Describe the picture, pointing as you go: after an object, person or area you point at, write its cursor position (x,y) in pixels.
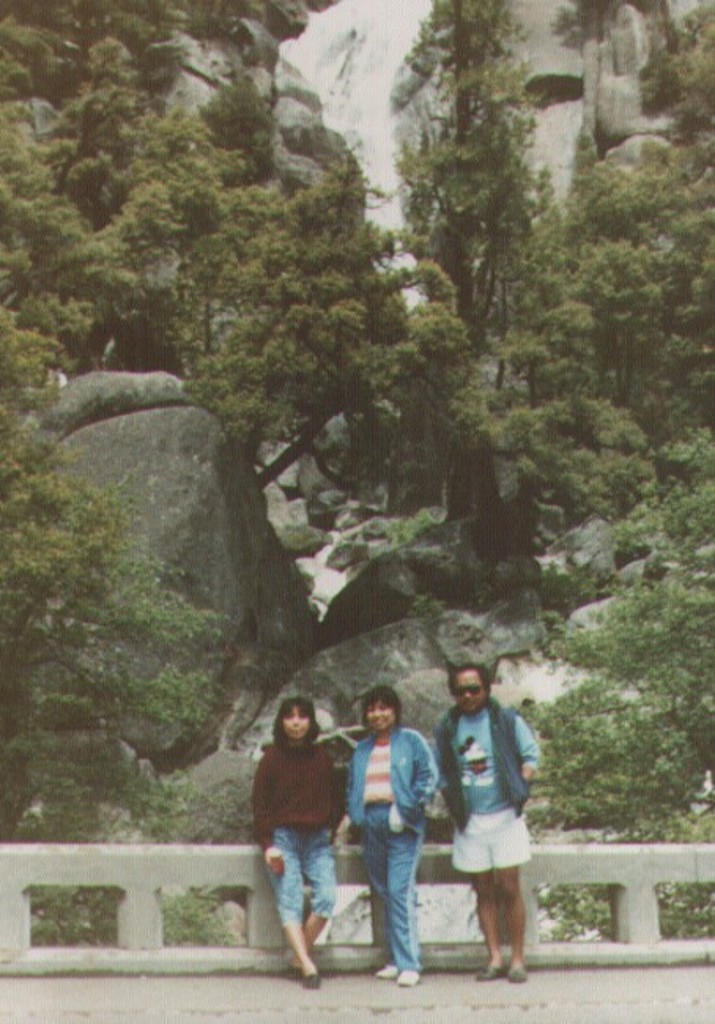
In this image I can see three persons (468,726) standing. The person (480,805) at right (516,733) wearing blue shirt (516,733), white short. The person (400,815) in the middle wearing blue dress (353,804) and the person (324,792) at left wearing brown shirt (299,809), blue pant (294,829). Background (192,507) I can see the rock (249,480).
